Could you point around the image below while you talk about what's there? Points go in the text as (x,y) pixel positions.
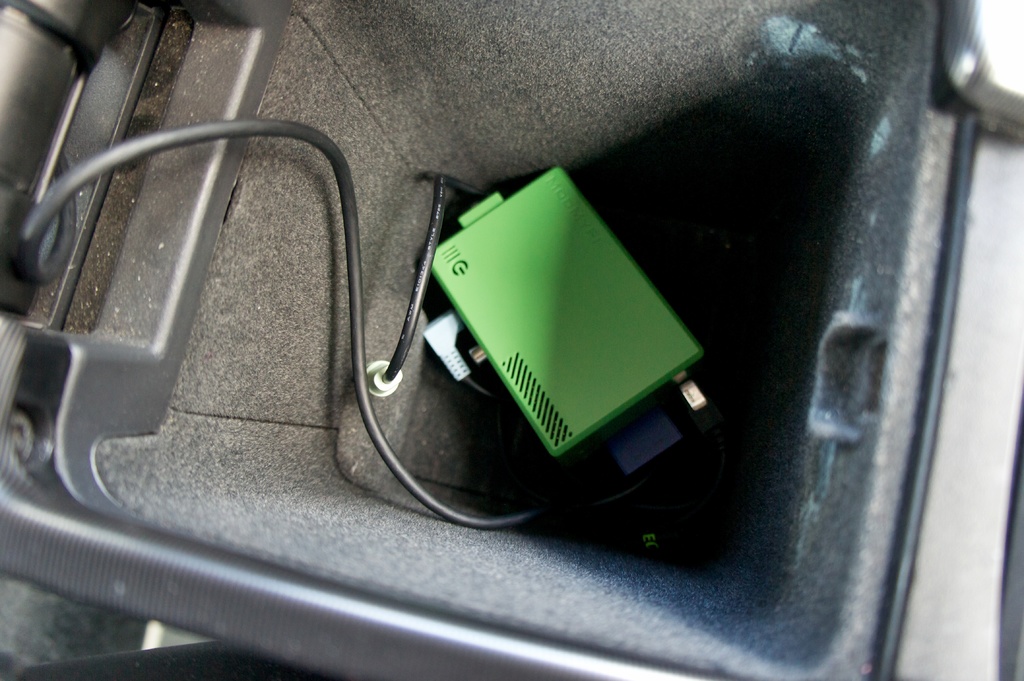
In this image there is a green color object (540,289) placed in a square shaped container (389,276) with some cables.
